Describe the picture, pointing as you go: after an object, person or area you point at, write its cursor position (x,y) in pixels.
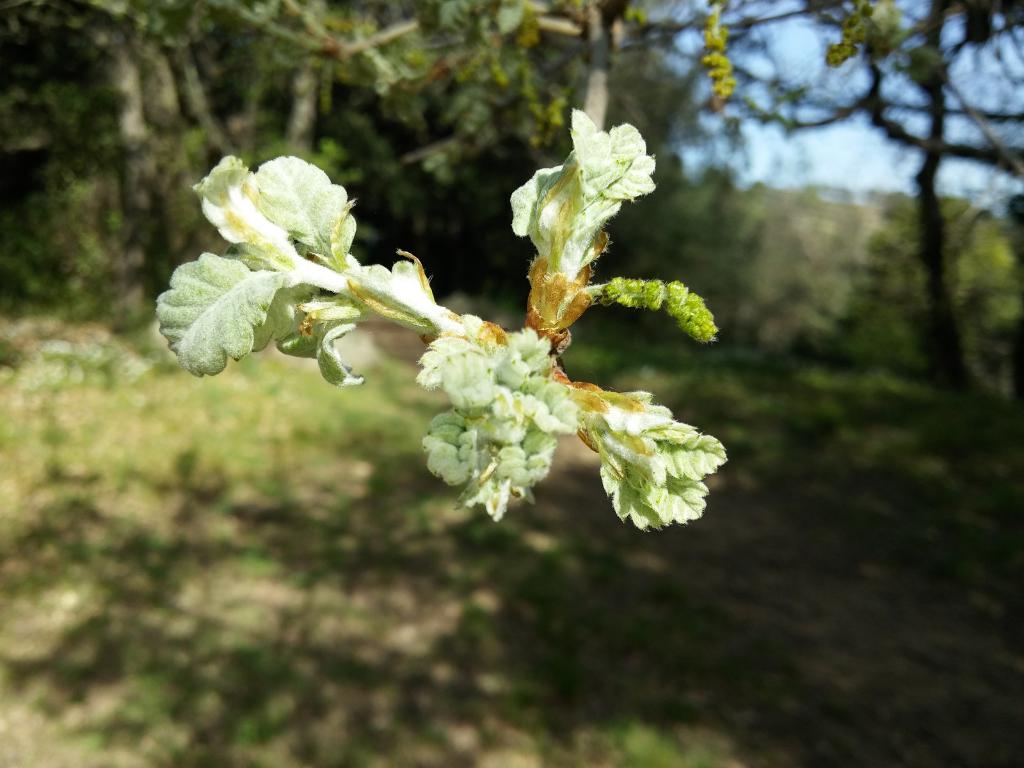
In this picture there are flowers (535,343) on the tree (600,111). At the back (693,277) there are trees (862,219). At the top (835,132) there is sky (835,138). At the bottom (606,671) there is grass (644,671) and there is a shadow (661,625) of the tree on the grass (660,546).
